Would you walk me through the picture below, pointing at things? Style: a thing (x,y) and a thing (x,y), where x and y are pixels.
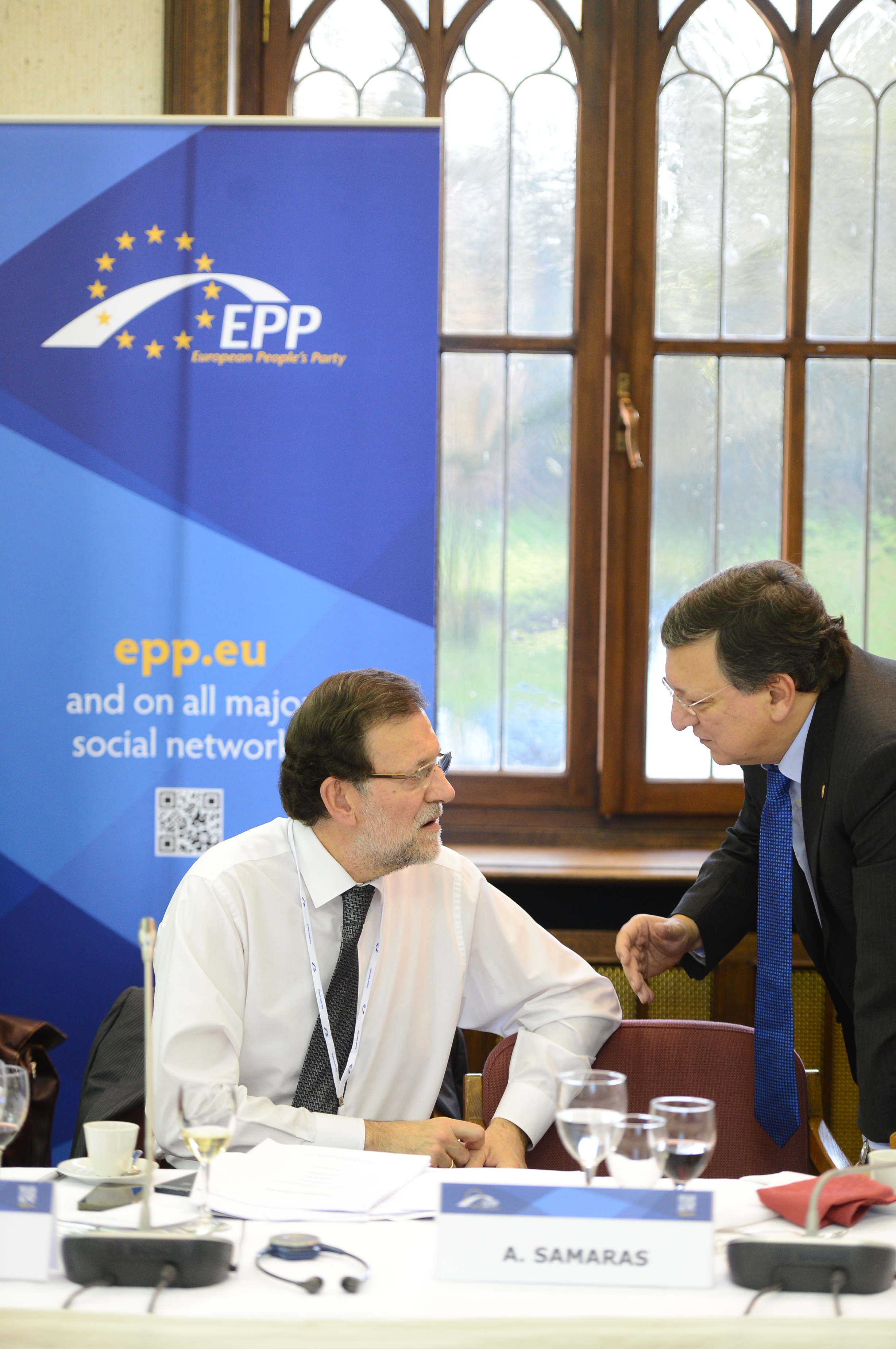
Here we can see a person (833,725) on the right side (677,705) standing and a person (391,809) on the left (167,985) sitting on a chair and in front of them there is a table (504,1323) there are glasses (622,1171) and name card (513,1207) present on it and behind him we can see a banner (318,618) and a Window (492,666) present.
